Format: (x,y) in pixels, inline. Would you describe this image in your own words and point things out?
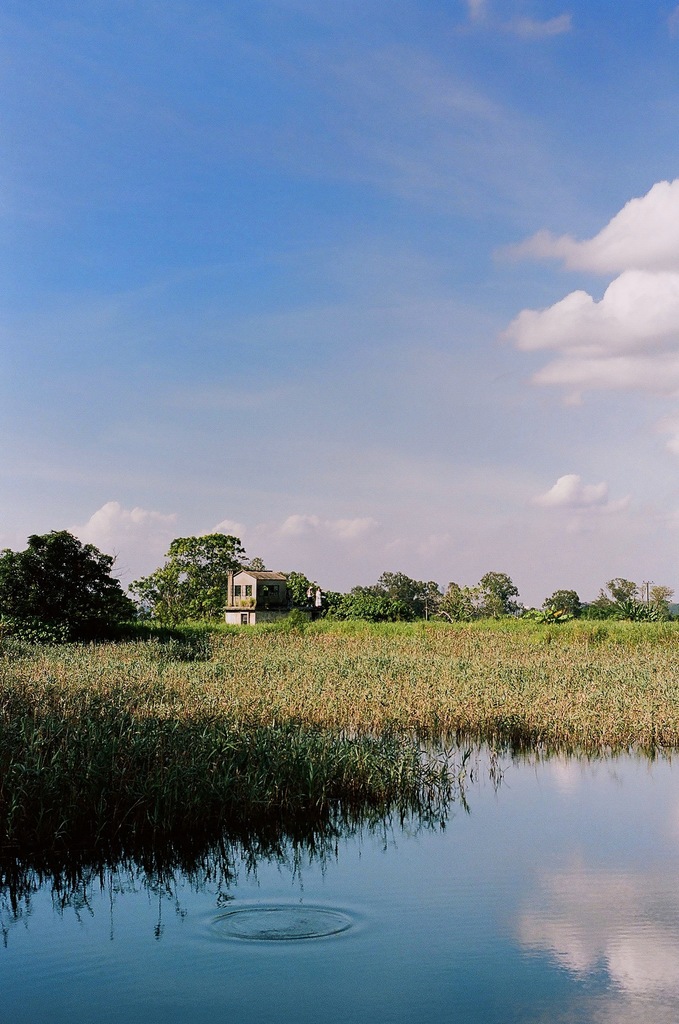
At the bottom of this image (633,837), there is water (346,905). In the background (34,591), there are trees (84,565), plants (89,677), a building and there are clouds (658,271) in the sky (160,365).
